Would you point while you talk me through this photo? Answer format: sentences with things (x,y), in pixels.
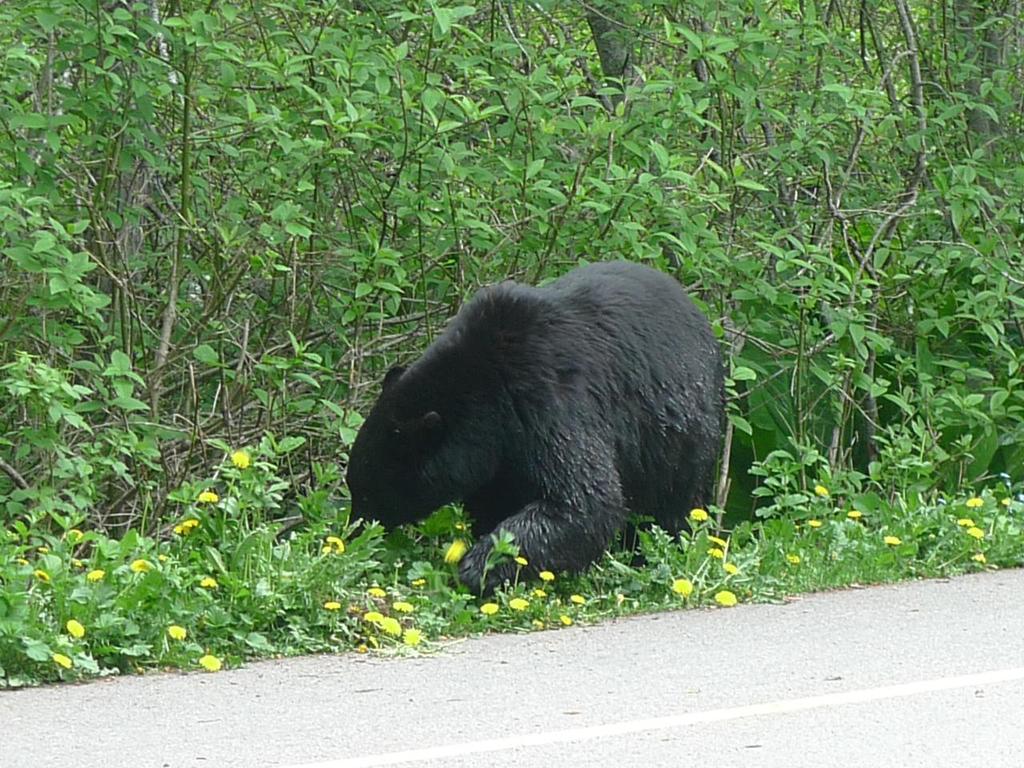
In this image we can see the road (755,628), flower plants (502,629), a bear (655,403) and trees (703,154) in the background (901,142).
